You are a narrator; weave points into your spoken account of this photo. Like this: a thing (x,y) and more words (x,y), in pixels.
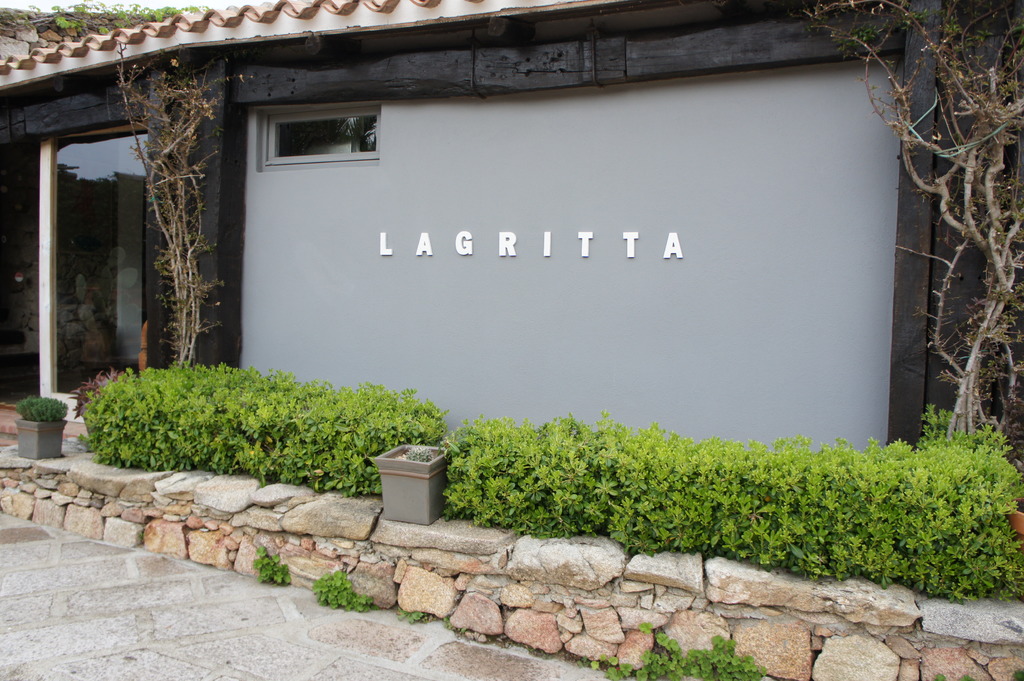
We can see stones (418,559), plants (907,501), pots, trees (178,290), house (238,39), glass (137,203), window (350,119) and some text (460,249) on a wall (584,218).
